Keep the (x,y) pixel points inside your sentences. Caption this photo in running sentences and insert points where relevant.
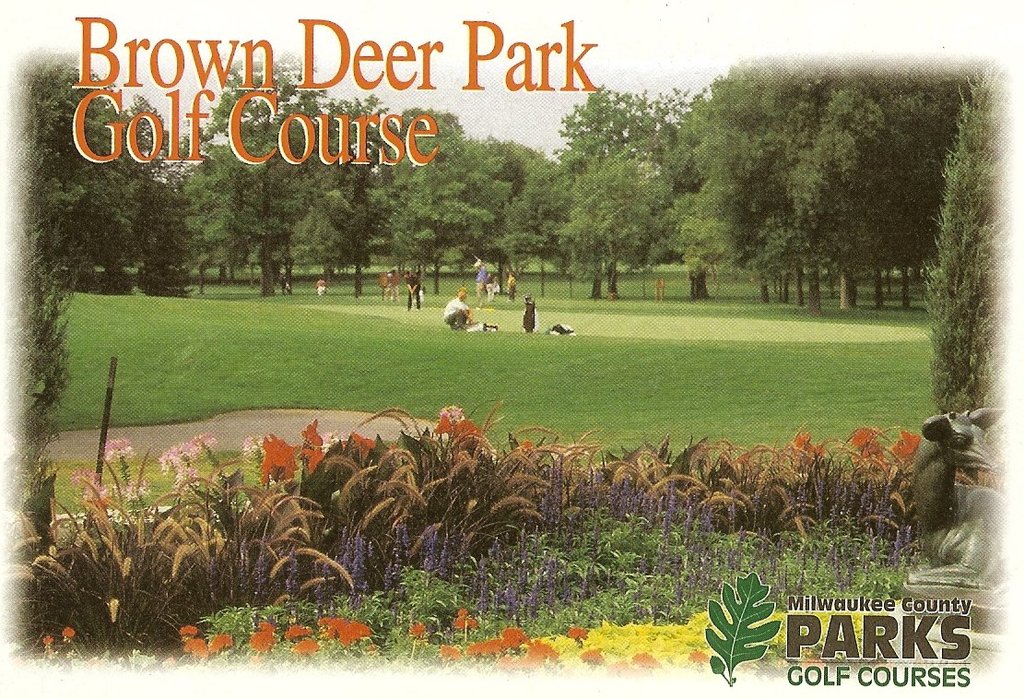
In this image we can see the picture of a park (621,272) in which we can see a group of people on the ground (540,314), grass (566,349), a group of plants (556,517), flowers (635,498), a pole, a group of trees (577,178), a statue (945,453) and the sky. We can also see some text (836,619) on this image.
